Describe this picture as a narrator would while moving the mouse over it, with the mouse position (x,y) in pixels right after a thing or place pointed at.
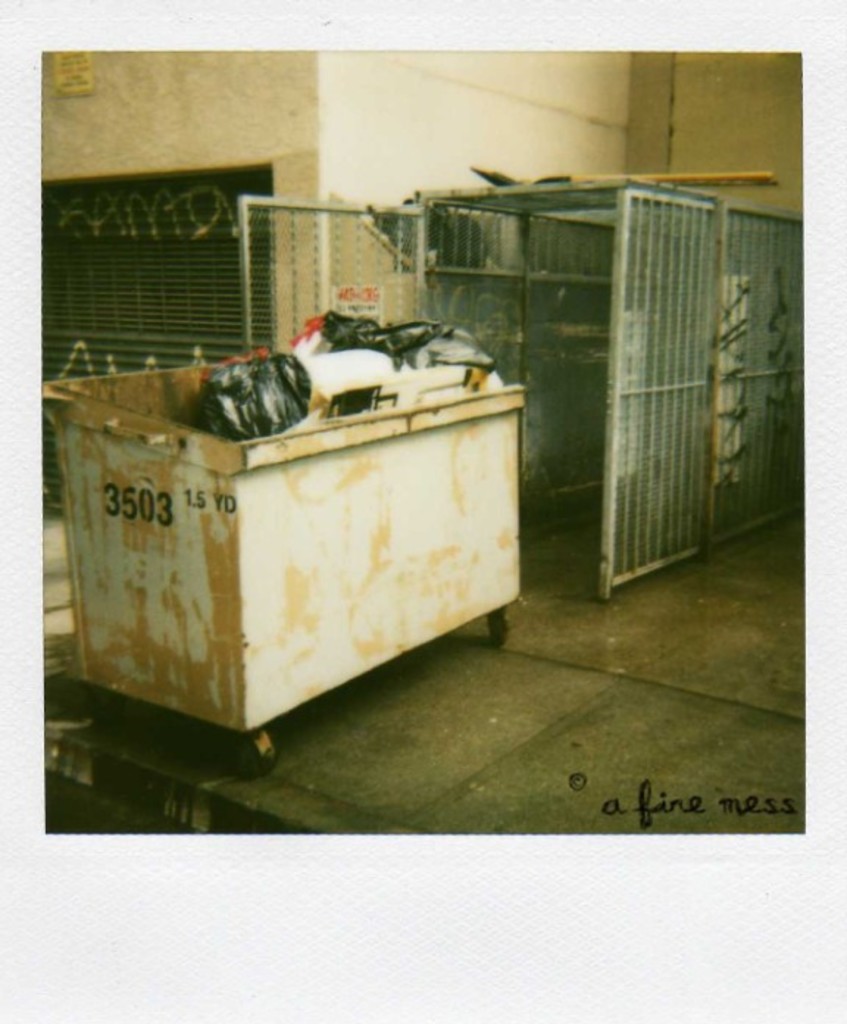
In this image I can see many objects (322,340) in the trolley (236,638). In the background (565,311) I can see the shed (551,321) with gate (655,317) and the building (175,110).
